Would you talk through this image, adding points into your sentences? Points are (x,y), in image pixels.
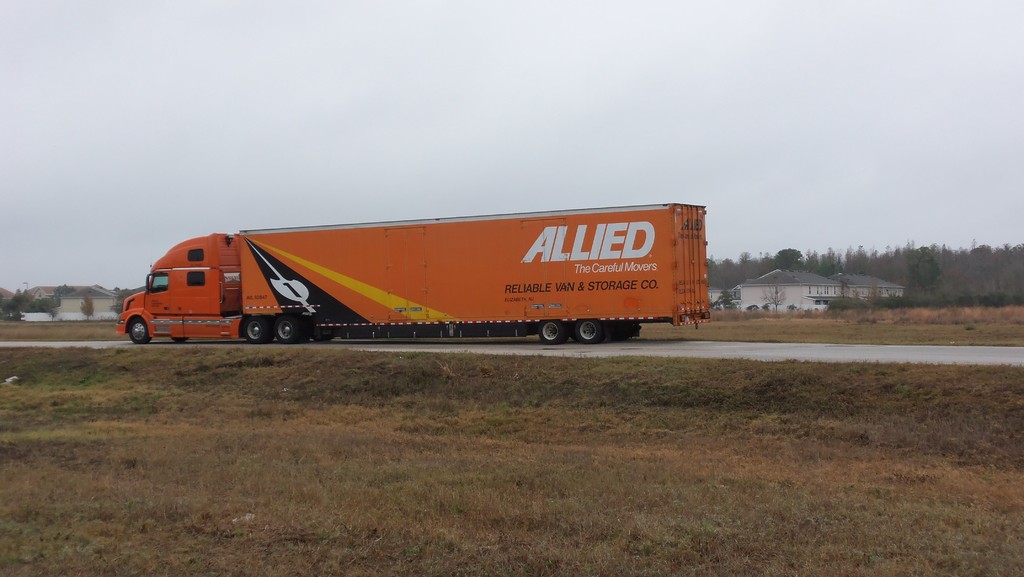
A big truck (487,290) is moving on the road (579,352), it is in orange color, on the right side (784,273) there are houses (827,287). At the top (419,106) it is the cloudy sky (268,87).
